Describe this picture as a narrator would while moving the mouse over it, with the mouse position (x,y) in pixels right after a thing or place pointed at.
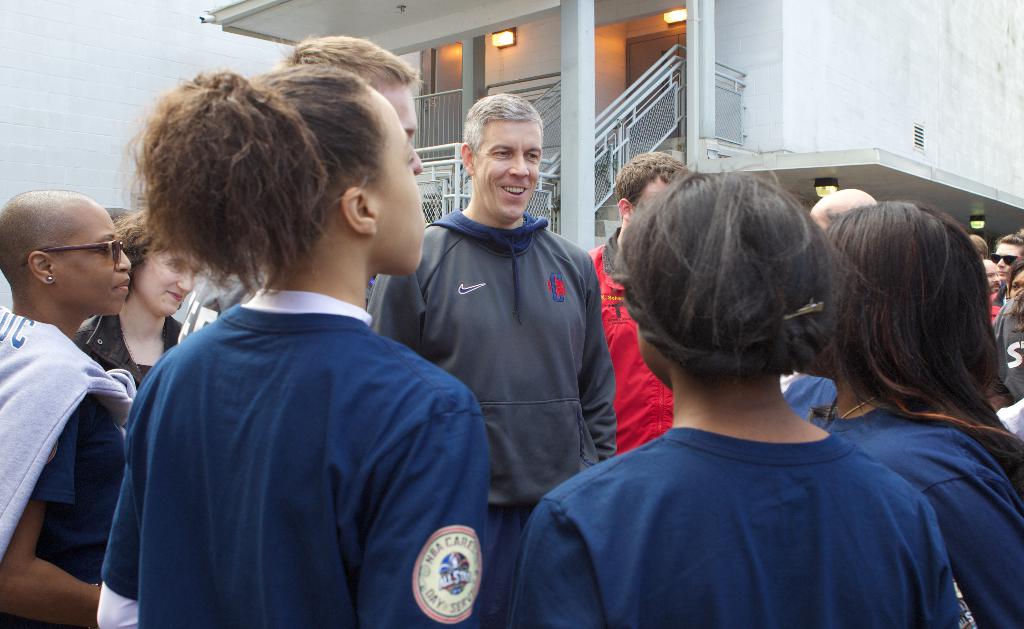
In this image we can see the people (688,370) standing. In the background (846,143), we can see the building (697,54) with the stairs (614,180), wall (974,28), door (650,59) and also the lights (497,46). We can also see the building wall (76,83) on the left (75,140).
